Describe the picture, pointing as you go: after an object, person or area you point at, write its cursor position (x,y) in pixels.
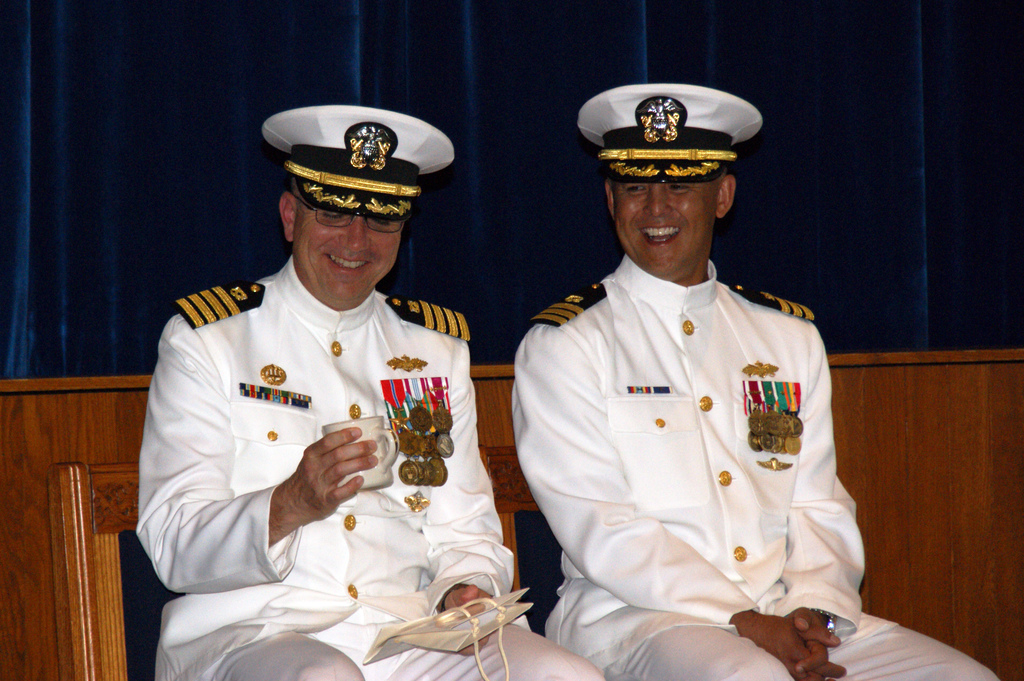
In this picture I can see 2 men (525,363) in front (598,432), who are sitting and I see that they're wearing uniform (721,350) and I see that they're smiling. In the background (130,307) I can see the blue color cloth (169,144) and I see that both of them are wearing caps (646,165). I can also see that the man (335,360) on the left (251,486) is holding a cup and other thing (414,634) in his hands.
